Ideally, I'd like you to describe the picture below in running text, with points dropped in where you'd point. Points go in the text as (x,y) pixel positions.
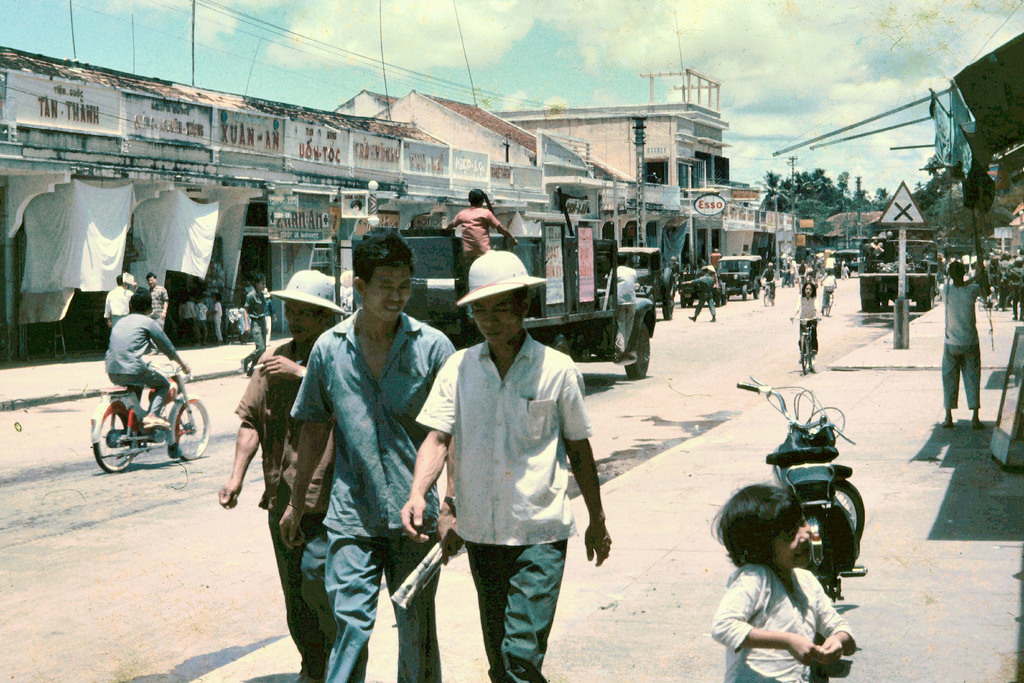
In the image there are three people (431,489) walking on the road (650,405) and then there is truck (613,322) moving and it seems to be a street area (939,613) and there are buildings (506,188) on the left side (161,199).
